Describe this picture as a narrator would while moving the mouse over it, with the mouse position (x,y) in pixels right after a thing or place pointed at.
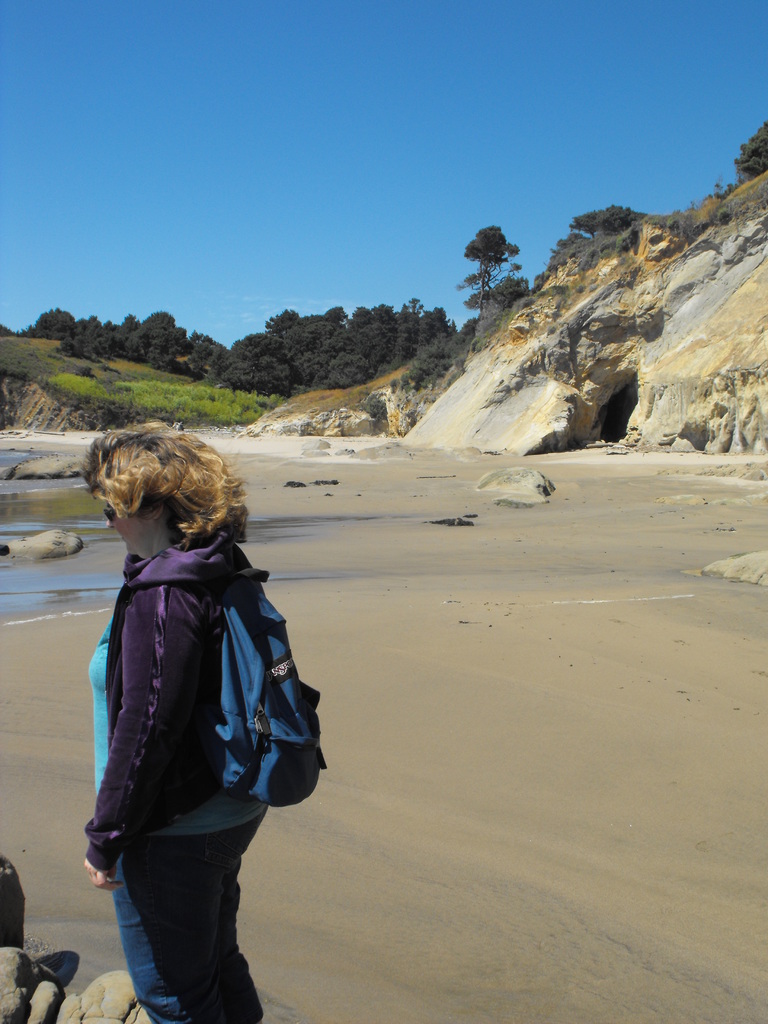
In the image there is a woman (189,949) in the foreground (153,891), she is standing on the sand surface (345,638) and in the background (68,351) there are steep mountains (50,351) and trees (207,343).
